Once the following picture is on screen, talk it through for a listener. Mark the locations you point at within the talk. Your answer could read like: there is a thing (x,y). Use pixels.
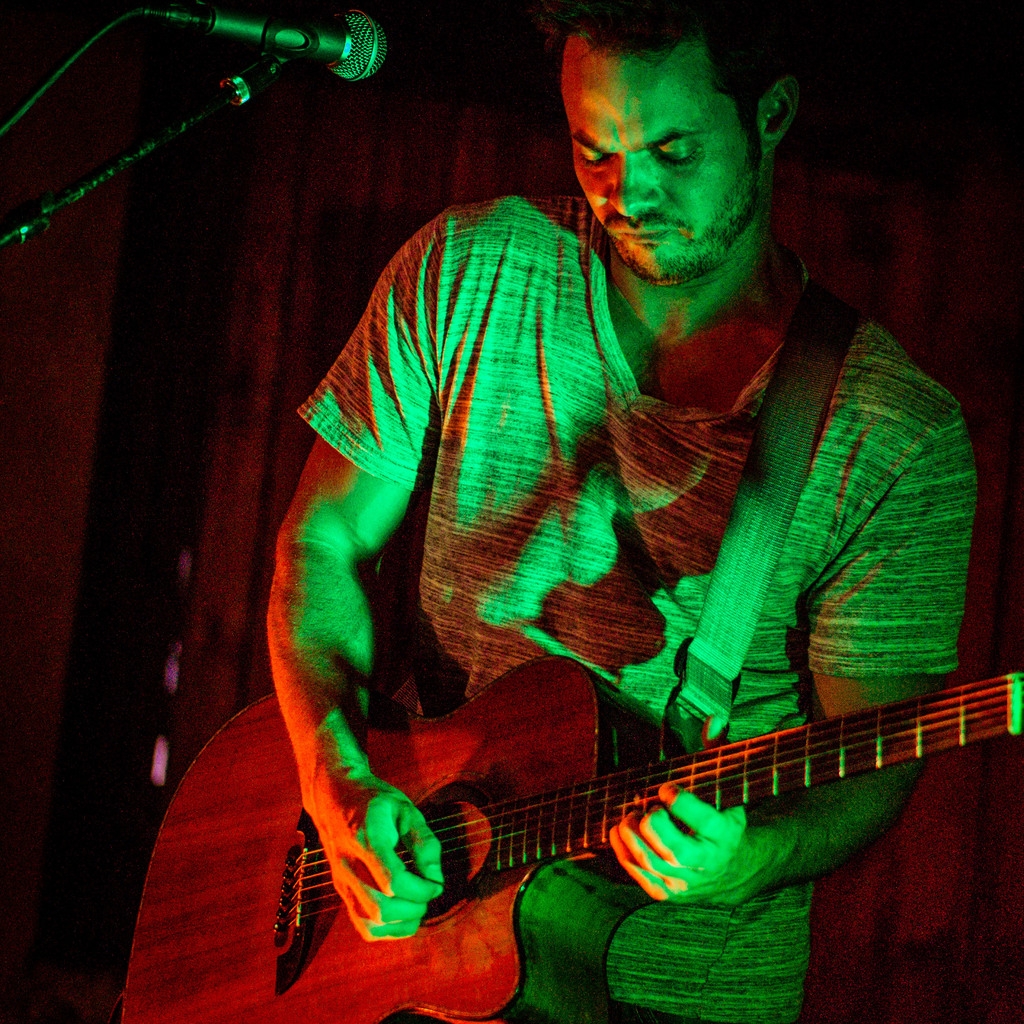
In this image we have a man (779,1007) standing and playing a guitar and in the back ground (241,15) we have a mic (360,69) fixed in the mike stand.
